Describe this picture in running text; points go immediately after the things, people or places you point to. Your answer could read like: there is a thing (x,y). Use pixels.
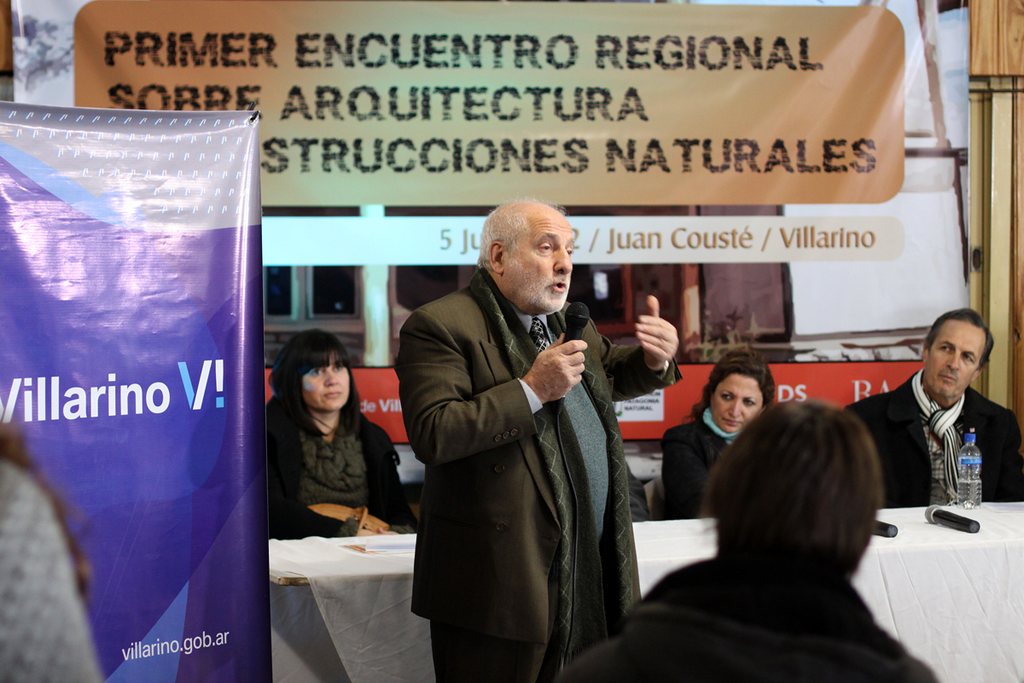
In this image we can see there is a person (565,349) standing and holding a mic (569,329). And there are other people (745,476) sitting on the chair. In front of them there is a table (919,559) with a cloth (947,594), on the table (988,585) there is a bottle (975,464). And at the side and the back there are banners (307,226) with text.
